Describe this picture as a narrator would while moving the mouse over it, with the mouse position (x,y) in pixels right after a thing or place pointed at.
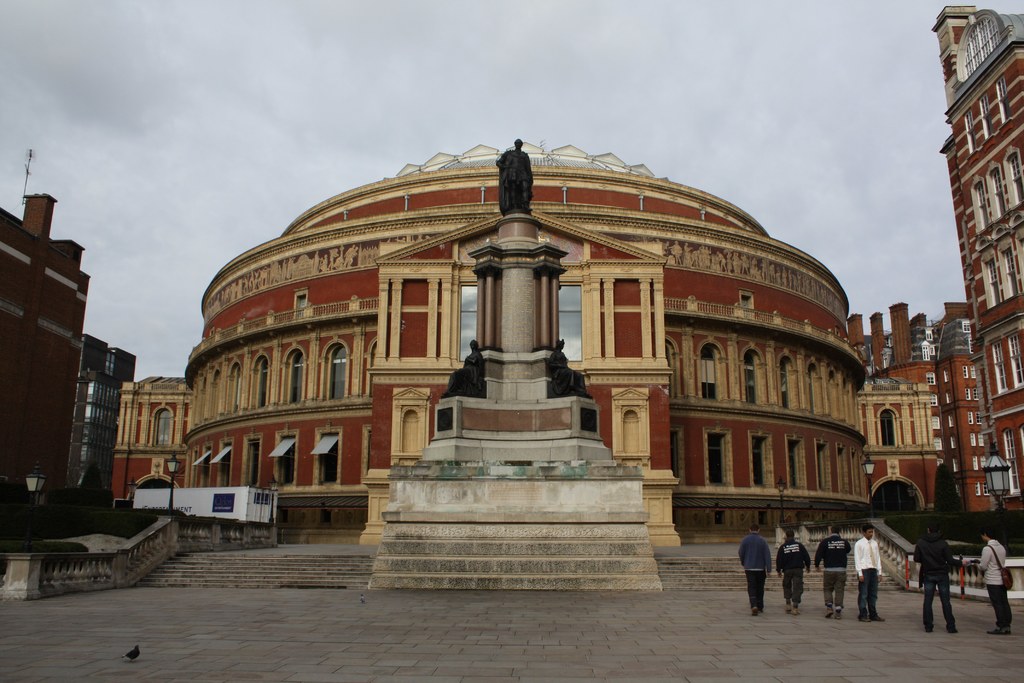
In the picture we can see a round building (279,382) with many windows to it and near to it we can see some sculptures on the stone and beside it we can see some people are walking on the path (81,653) and besides the building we can also see railings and steps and around the buildings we can see another buildings (962,361) and in the background (244,105) we can see a sky (226,158) with clouds (398,75).
